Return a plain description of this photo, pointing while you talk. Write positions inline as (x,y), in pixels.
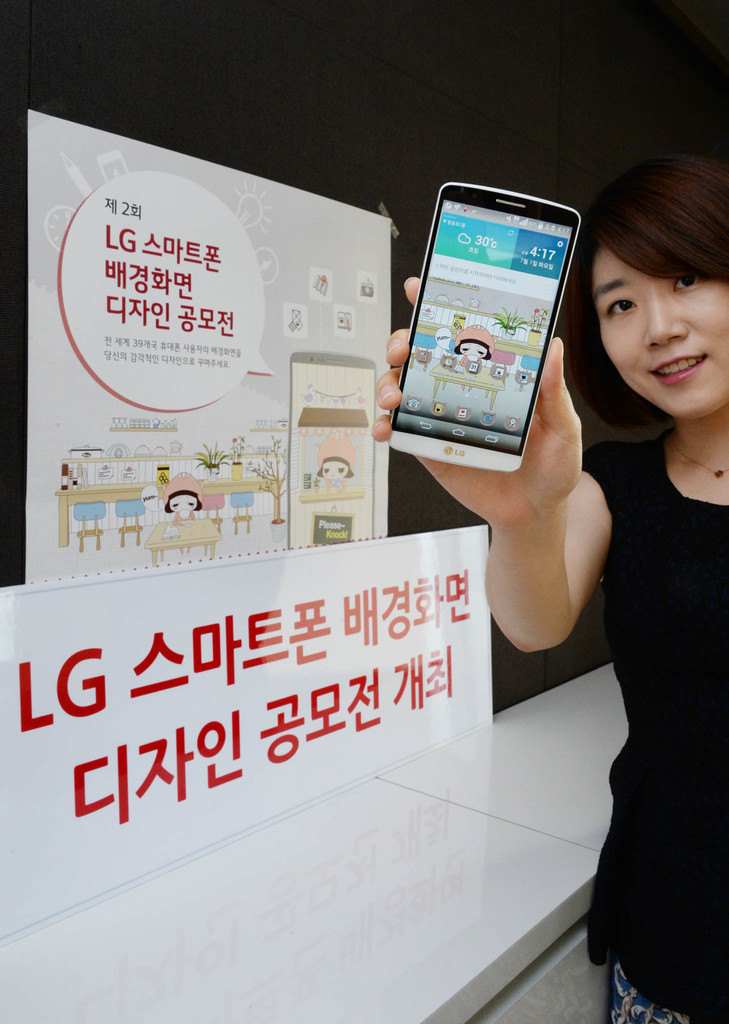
In this picture we can see a woman (602,360) she is holding mobile (505,447) in her hand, we can see a hoarding (165,491) in the background (191,450).
